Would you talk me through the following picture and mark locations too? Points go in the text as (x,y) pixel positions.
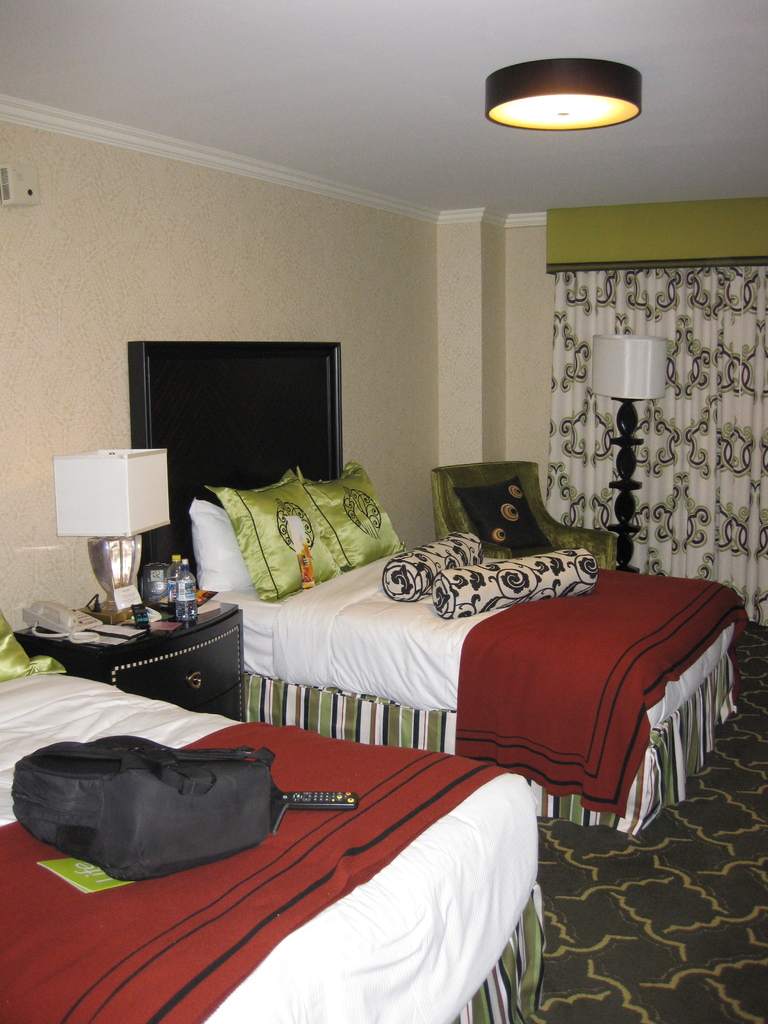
This picture shows a couple of beds (272,712) and we see pillows (230,564) and a backpack (40,784) on the bed (305,751) and we see a lamp (131,544) and a roof light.
